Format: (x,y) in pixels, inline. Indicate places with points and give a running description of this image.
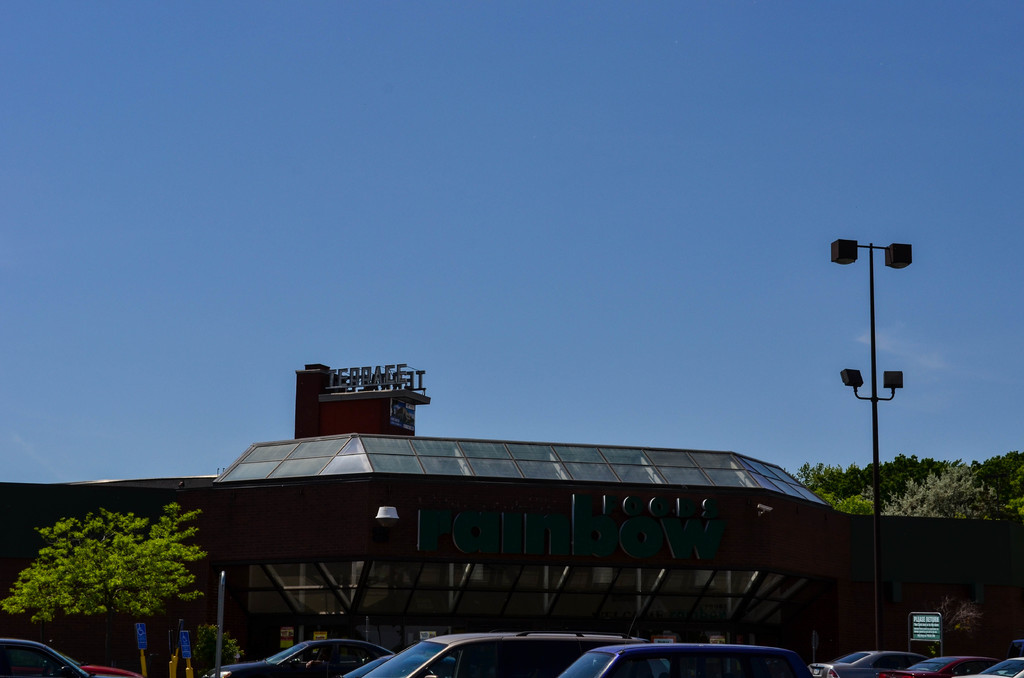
In this image we can see a building (287,534). On top of the building (338,430) we can see the text (399,385). In front of the building (263,607) we can see vehicles (515,669), tree (22,579), a pole (878,577) with lights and a board (923,616) with text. Behind the building (390,594) we can see the trees (944,481). At the top (304,220) we can see the sky (416,244).
